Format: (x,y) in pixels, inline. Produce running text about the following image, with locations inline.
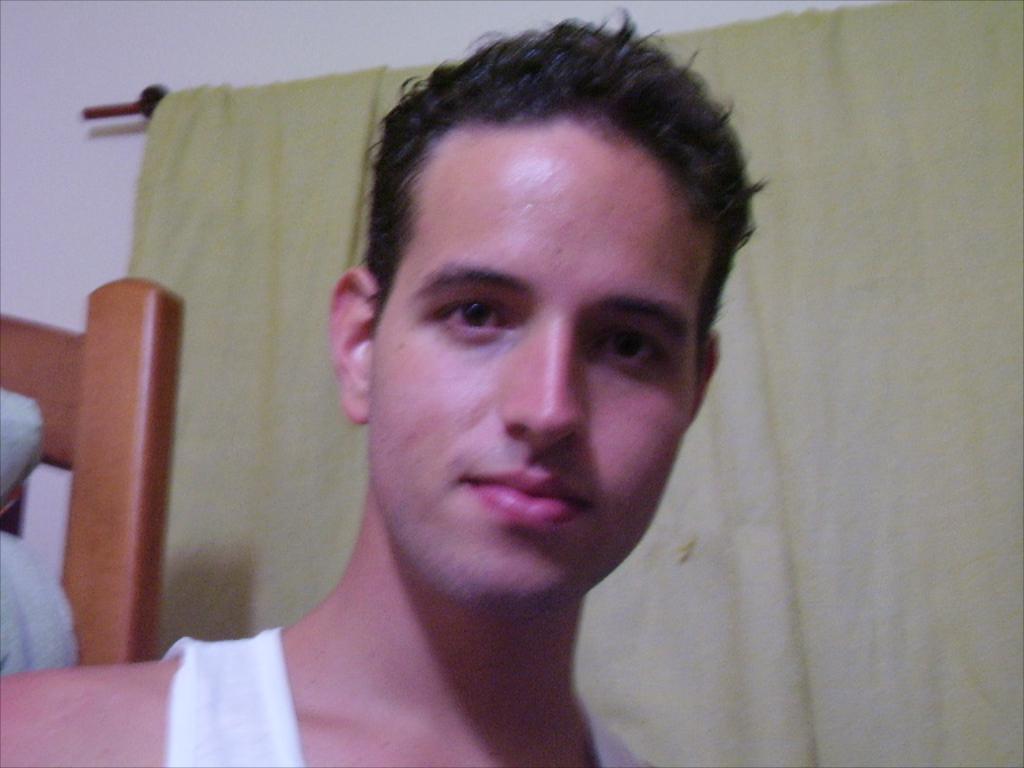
In this picture we can observe a person (470,530). Behind him there is a brown color wooden furniture (87,481). We can observe a green color curtain (797,440). In the background (143,37) there is a wall (170,37).
